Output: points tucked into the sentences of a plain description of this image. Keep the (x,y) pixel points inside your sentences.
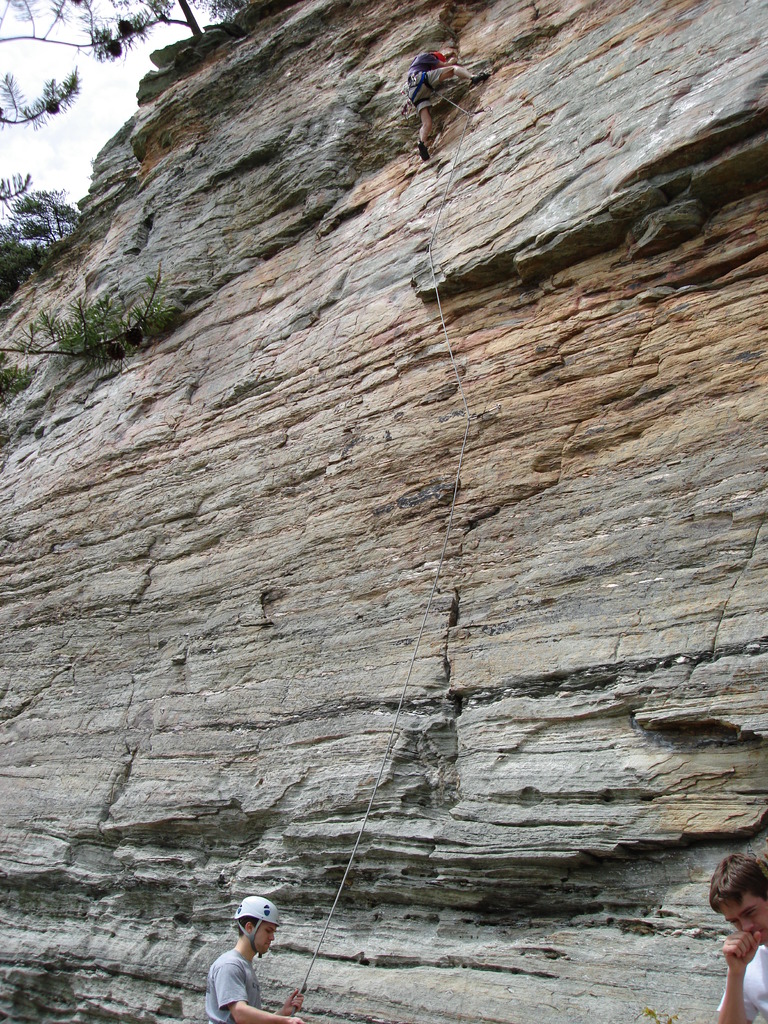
At the bottom of the picture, we see two men (759,951) are standing. The man (213,1017) who is wearing the helmet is holding a rope (444,546). In front of him, we see the rock (371,461). At the top (443,56), we see the man (429,55) is climbing the rock (468,91). On the left side (22,249), we see the trees (65,88). In the left top (102,87), we see the sky (44,174).
